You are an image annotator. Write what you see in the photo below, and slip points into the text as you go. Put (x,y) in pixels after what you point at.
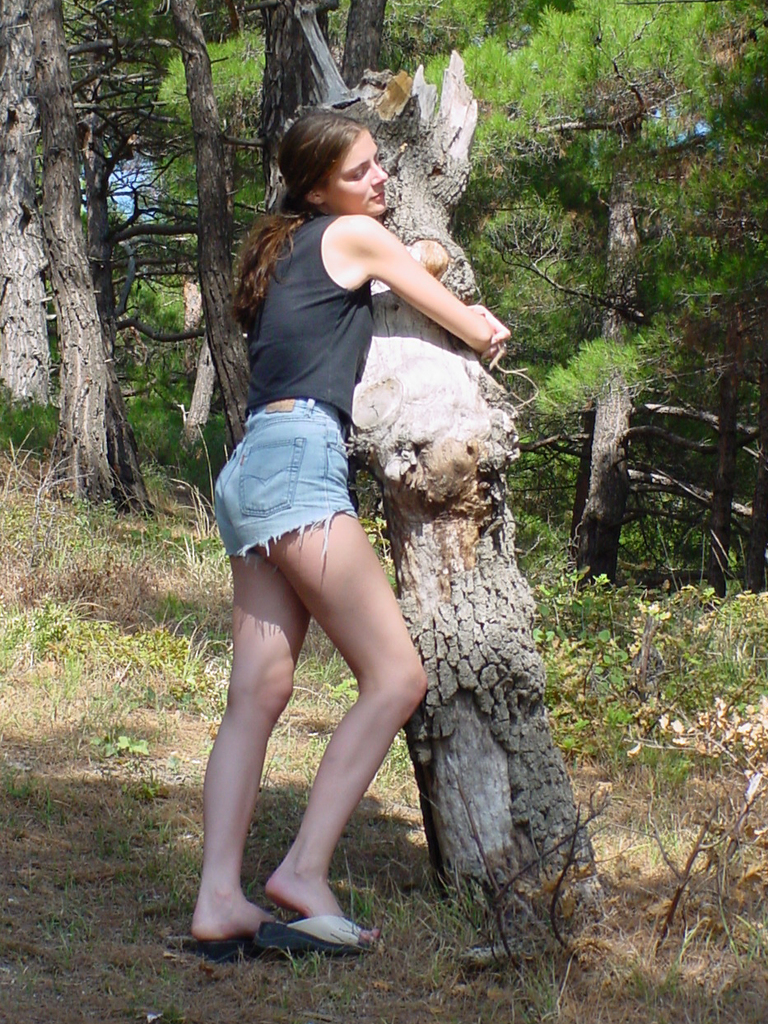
In this image we can see a woman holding the trunk (419,518) of a tree (378,351). In the background (243,159) there are trees (616,176), plants (625,712), grass (121,694) and sky (118,183).
